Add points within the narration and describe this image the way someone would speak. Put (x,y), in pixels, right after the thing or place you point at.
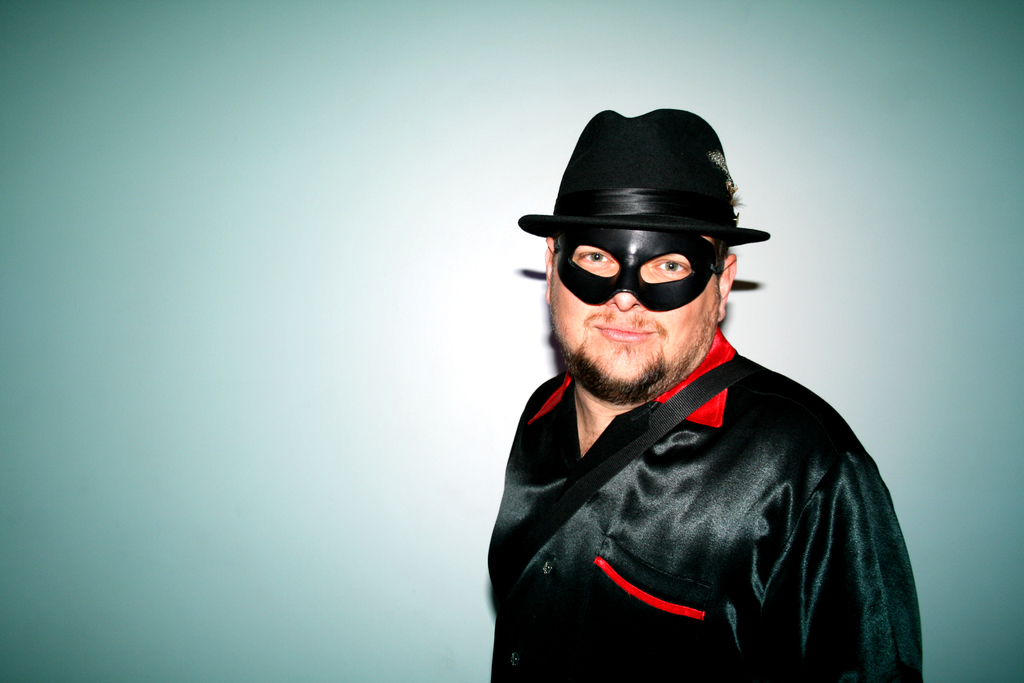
In this image we can see one man (631,482) in a black dress (607,633) wearing a black mask (680,299), wearing a hat (643,148), wearing a black bag strap (541,532) and standing. The background (303,657) looks like a wall (89,488).
